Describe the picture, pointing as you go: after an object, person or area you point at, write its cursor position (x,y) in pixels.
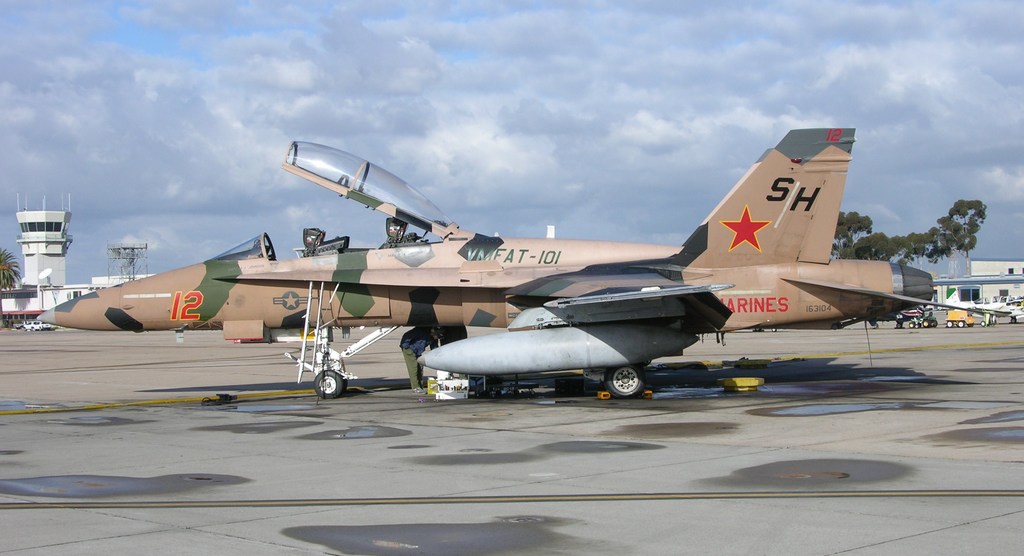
In the background (389,76) we can see the sky (87,276), trees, control station tower (37,242) and a tower (119,257). In this picture we can see the vehicles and a plane (173,281). At the bottom portion of the picture (437,463) we can see the road (666,463).
